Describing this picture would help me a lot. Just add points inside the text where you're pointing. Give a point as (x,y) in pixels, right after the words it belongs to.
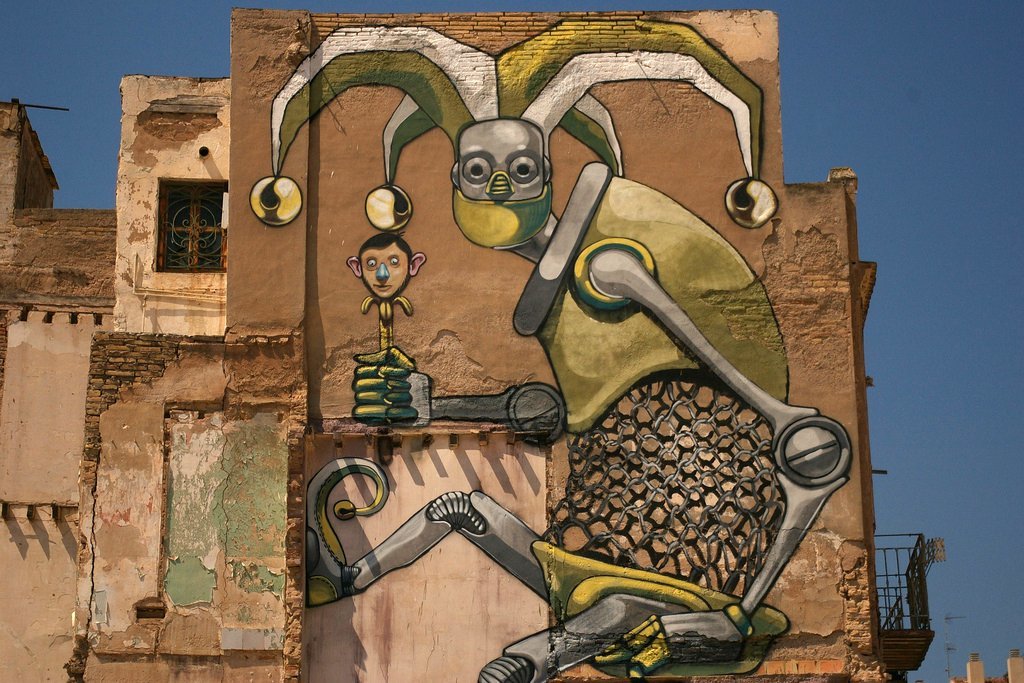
In this image we can see a building (225,356). On the building (417,414) we can see a painting (726,288) and a window (202,252). In the bottom right (868,619) we can see a wall (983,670). At the top (910,2) we can see the sky (926,6).
